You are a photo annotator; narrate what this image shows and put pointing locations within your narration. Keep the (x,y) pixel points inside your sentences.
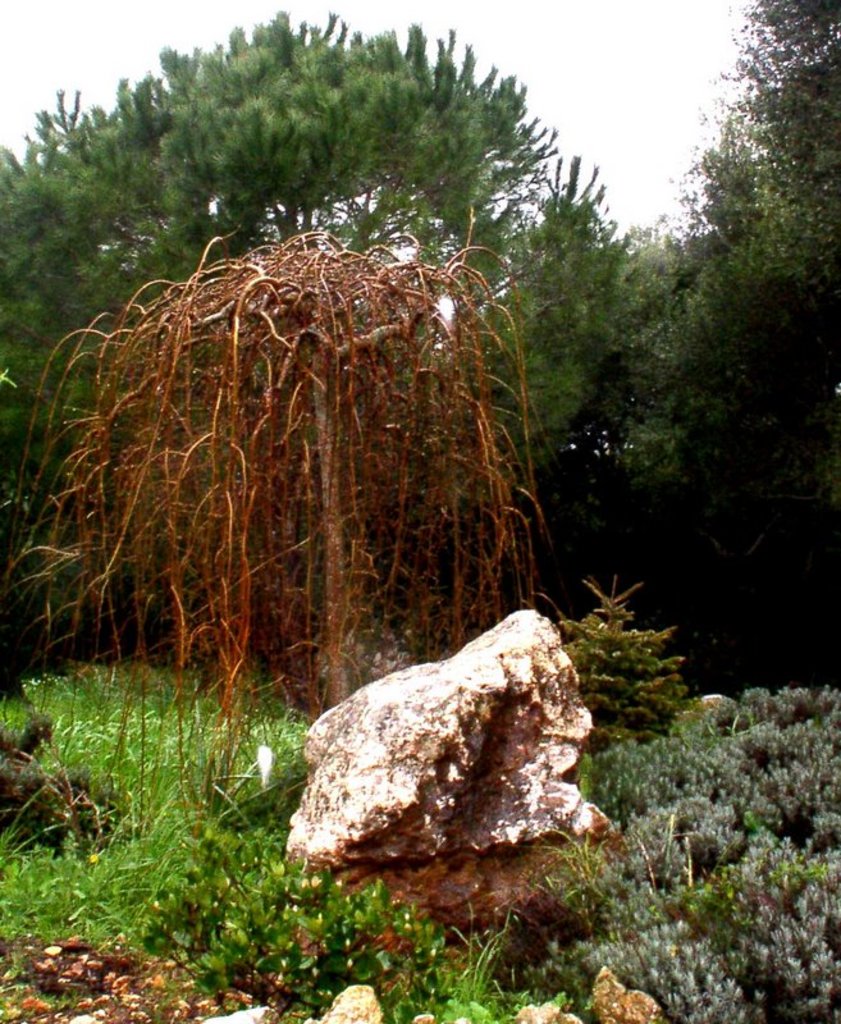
In the image we can see there are plants (788,870) on the ground (758,920) and there is rock (385,751) on the ground (293,770). Behind there are trees (522,144).
